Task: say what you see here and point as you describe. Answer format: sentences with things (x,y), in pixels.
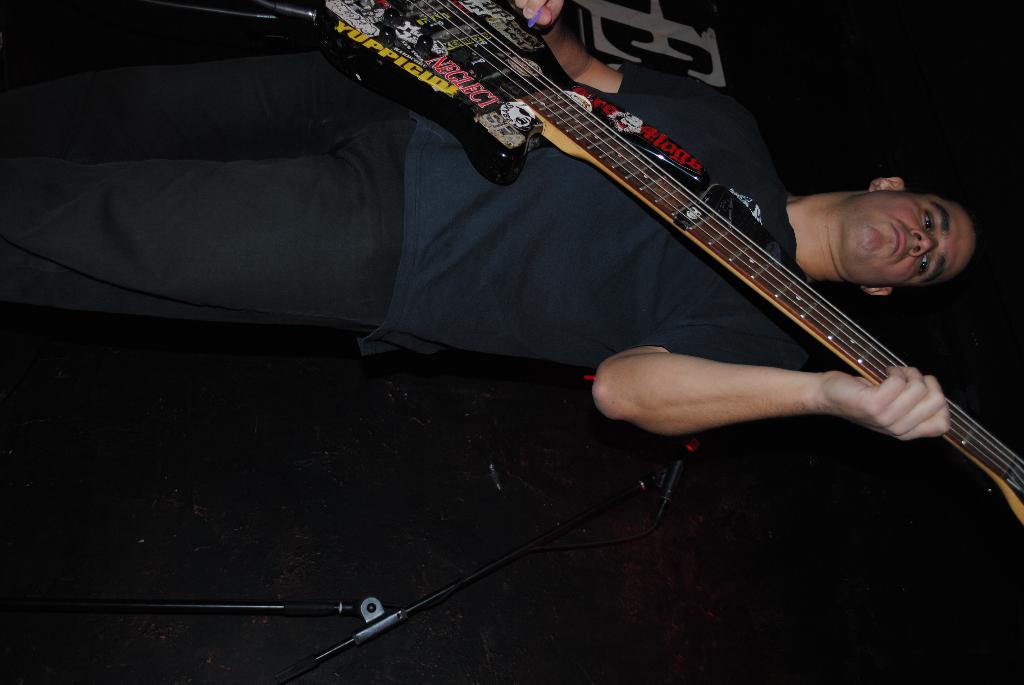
The image consists of a man (663,292) playing a guitar (478,134), back side of them there is a tripod (324,604).
